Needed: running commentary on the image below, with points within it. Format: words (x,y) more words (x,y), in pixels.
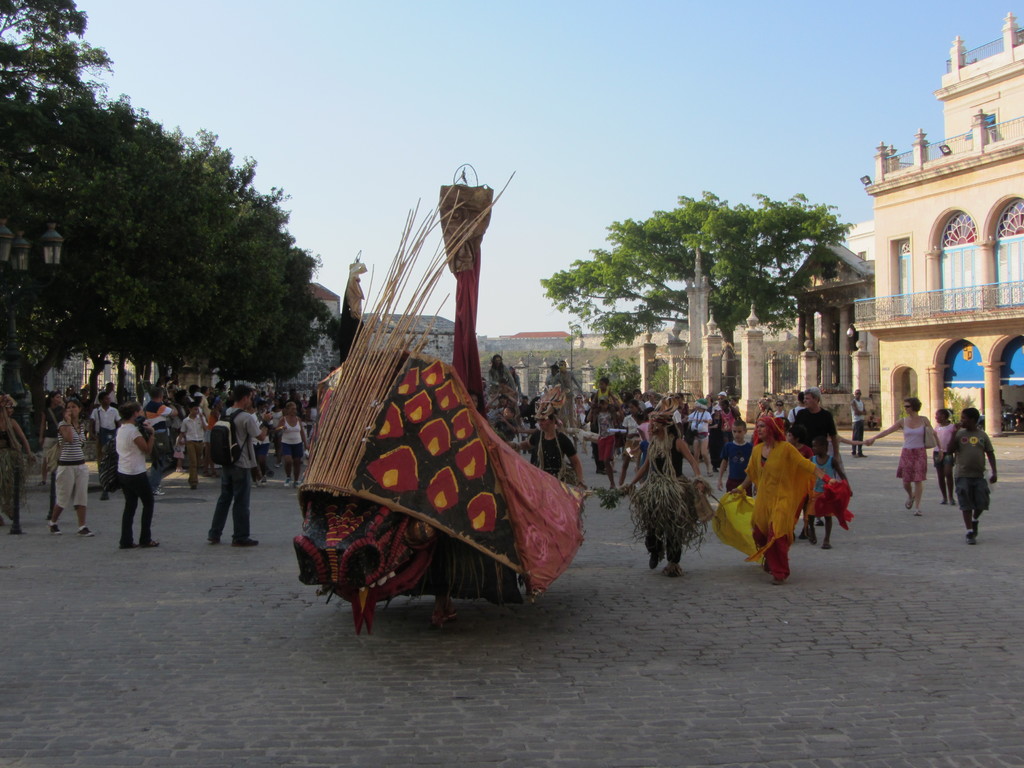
In the picture we can see a path (480,689) with some people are in different costumes (769,479) and behind them, we can see some people (78,450) are walking and some people (68,475) are standing and looking at them and behind them we can see some trees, building (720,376) and sky (531,252).
